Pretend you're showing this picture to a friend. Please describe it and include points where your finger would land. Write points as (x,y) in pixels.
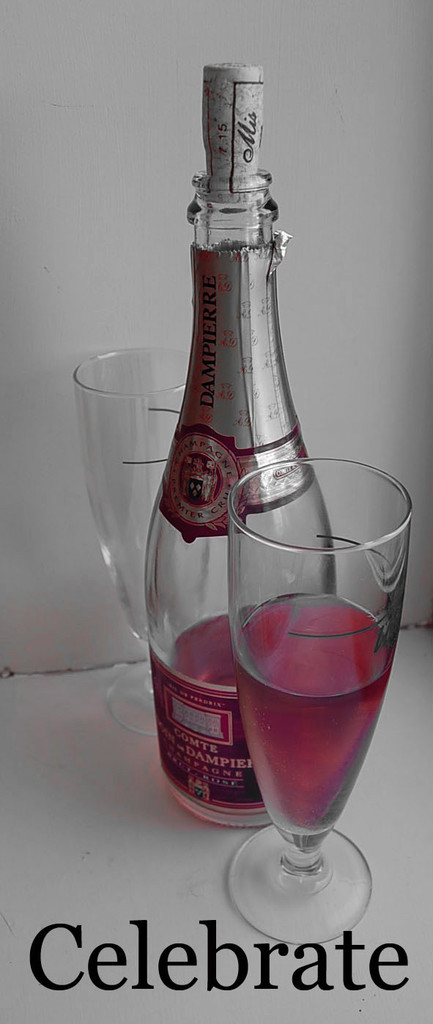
In this image we can see a bottle (226,240) with label (186,680) on it and two glasses (294,698), one with drink (295,684) in it.
